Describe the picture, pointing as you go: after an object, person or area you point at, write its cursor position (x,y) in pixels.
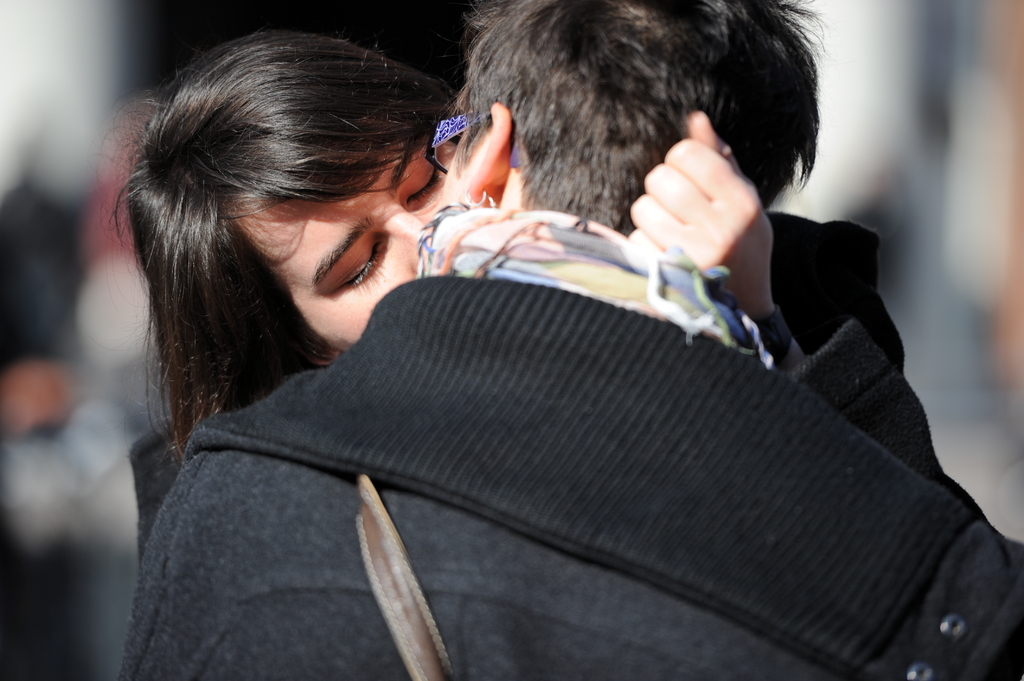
In the picture we can see a man (687,546) and woman (147,172) are kissing and woman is holding a man's hair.
